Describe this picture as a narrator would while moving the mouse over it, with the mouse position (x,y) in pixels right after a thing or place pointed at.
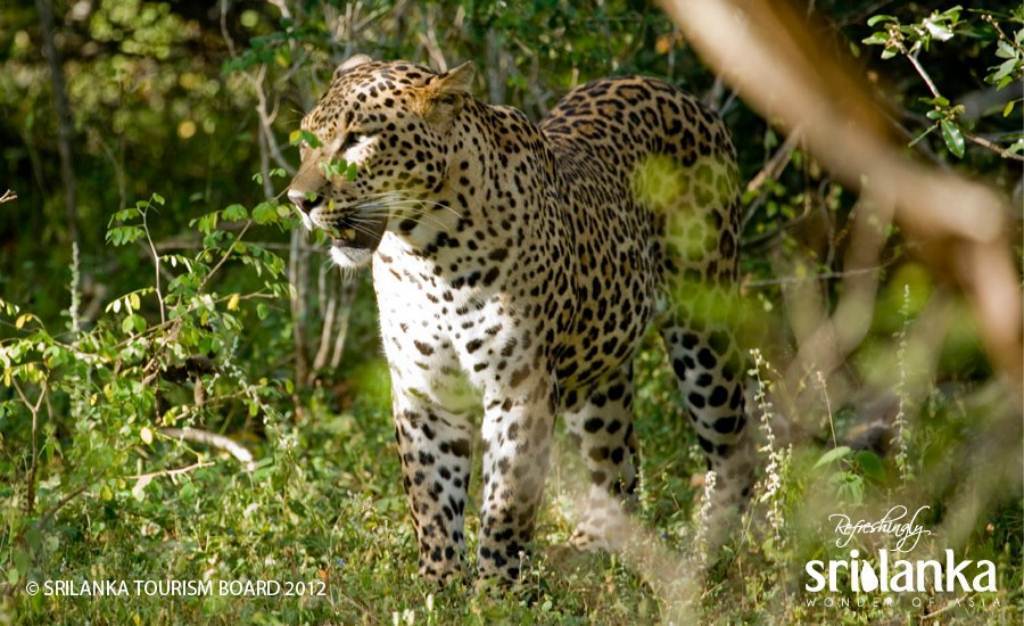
In this picture we can see an animal (394,250) and in the background (524,98) we can see trees (886,34) and at the bottom (896,556) we can see some text (200,584).
